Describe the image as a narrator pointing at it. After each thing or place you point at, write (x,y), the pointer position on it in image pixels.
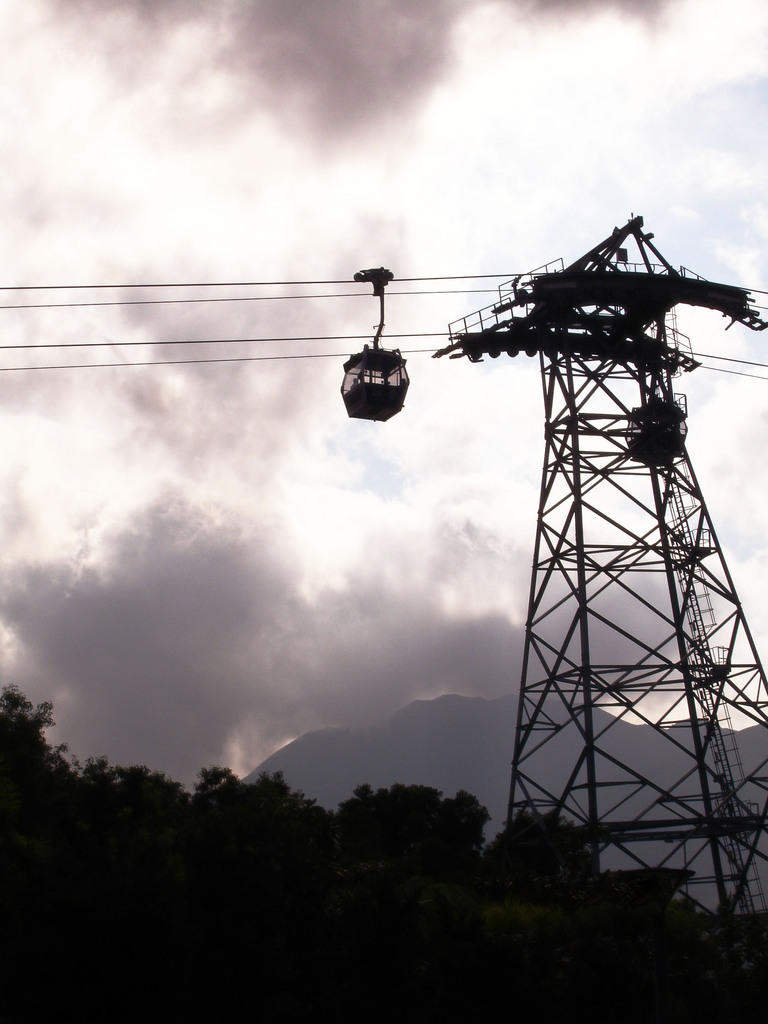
In this picture I can see a rope-way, this is looking like a transmission tower (575,504), there are cables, trees (3,948), and in the background (308,369) there is sky (284,330).
